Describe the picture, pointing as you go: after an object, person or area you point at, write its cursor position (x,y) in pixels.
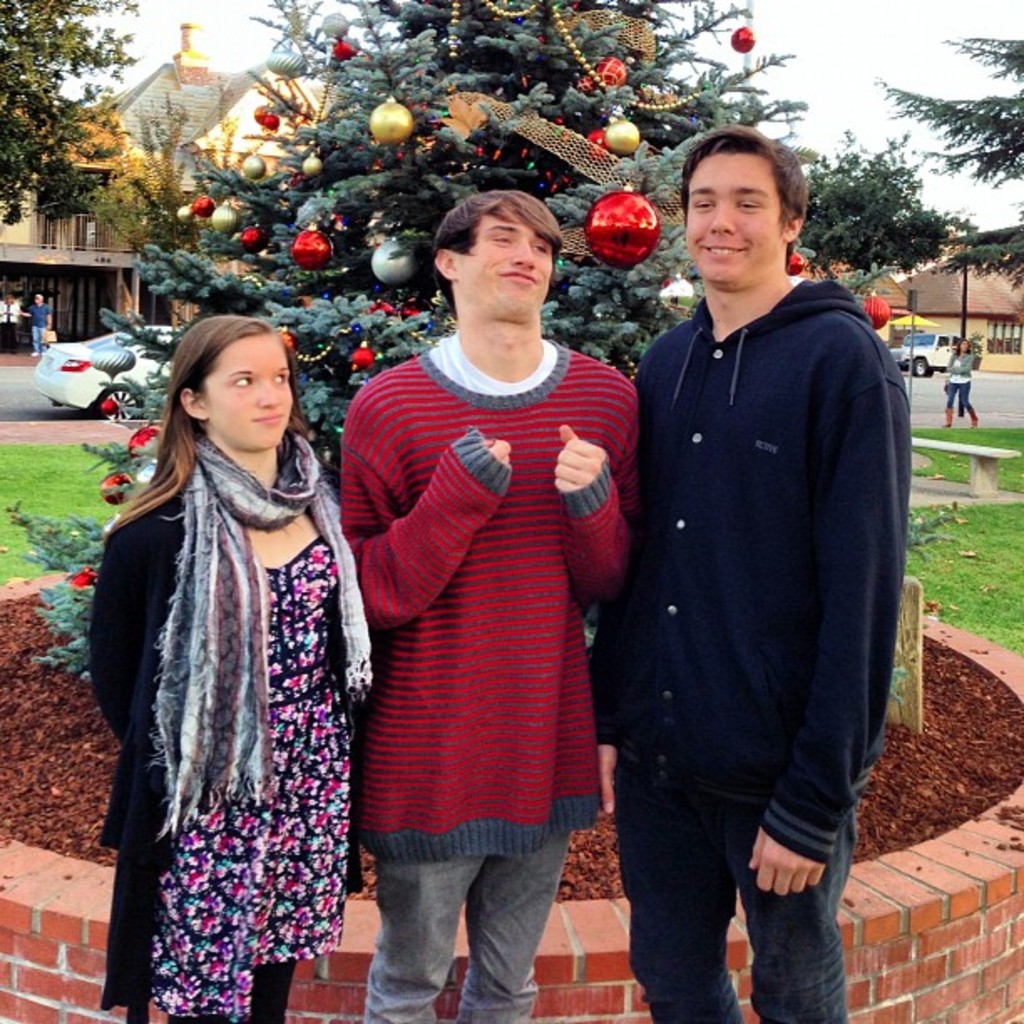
In this image there are people (240,468) and trees (71,196) on the left (42,338) and right corner (1002,106). There are people (672,553), there is a christmas tree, a stone seating (1008,457), wall (49,903) in the foreground (611,773). There are buildings (46,265), people (35,315), vehicles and there is grass (948,604) in the background (909,360). And there is sky (894,131) at the top (850,119).
